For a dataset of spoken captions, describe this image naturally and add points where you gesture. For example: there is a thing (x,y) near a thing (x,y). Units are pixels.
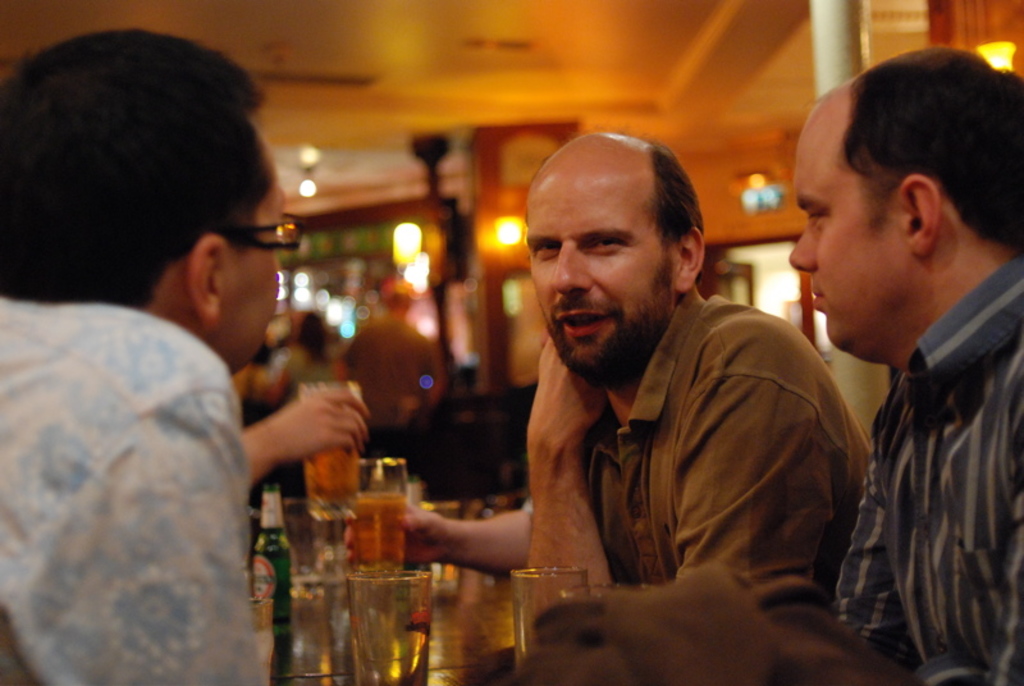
In this picture we can see three persons (698,303) in the middle (673,453). These are the glasses (365,670) and this is bottle (277,576). On the background (417,406) we can see two persons (381,405) standing on the floor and these are the lights (518,239).
